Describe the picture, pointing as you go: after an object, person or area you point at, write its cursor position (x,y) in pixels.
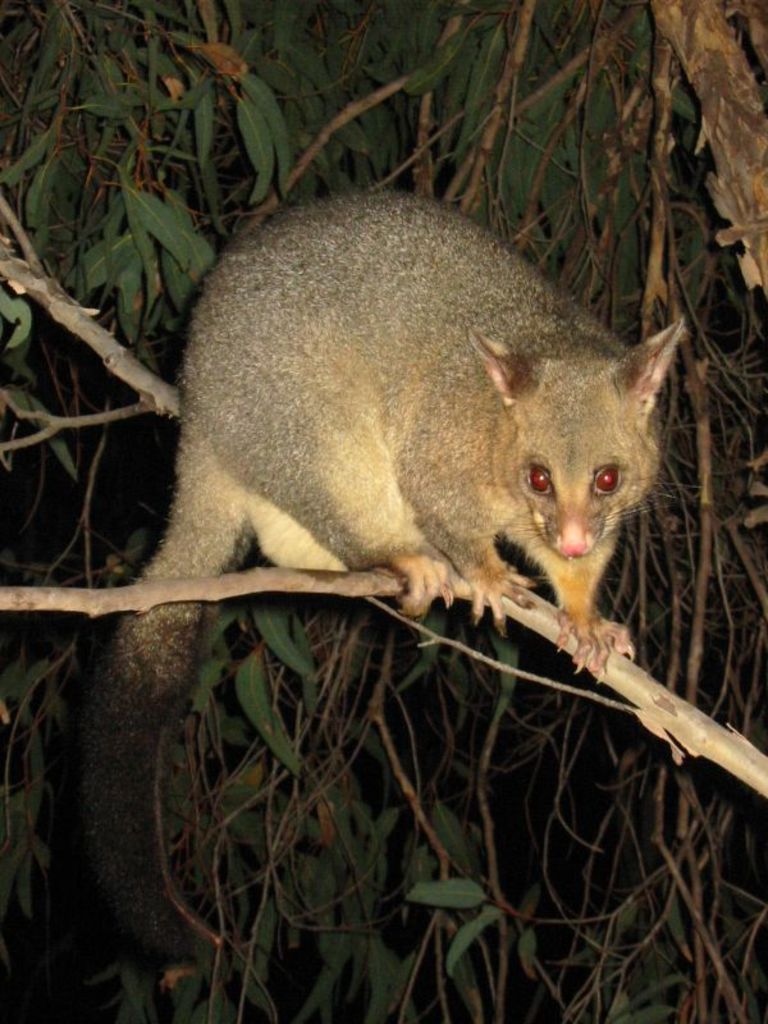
In this picture I can see a animal (374,527) on the tree branch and I can see leaves (565,97) in the background (360,151).
